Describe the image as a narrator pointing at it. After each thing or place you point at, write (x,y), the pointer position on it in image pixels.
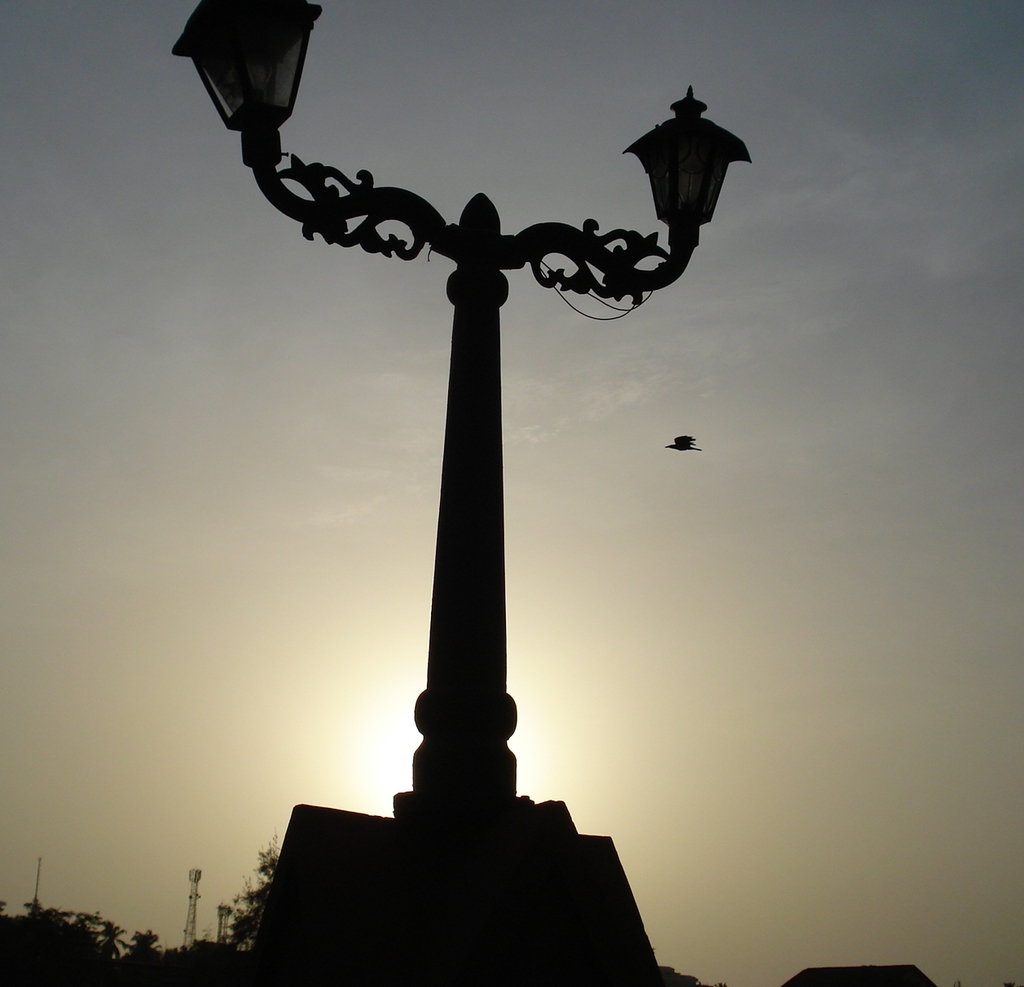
In this image we can see a pole (469,273) with lights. Behind the pole (475,585) we can see a bird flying and the sky (576,505). In the bottom left (76,928) we can see the towers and trees (95,969).
